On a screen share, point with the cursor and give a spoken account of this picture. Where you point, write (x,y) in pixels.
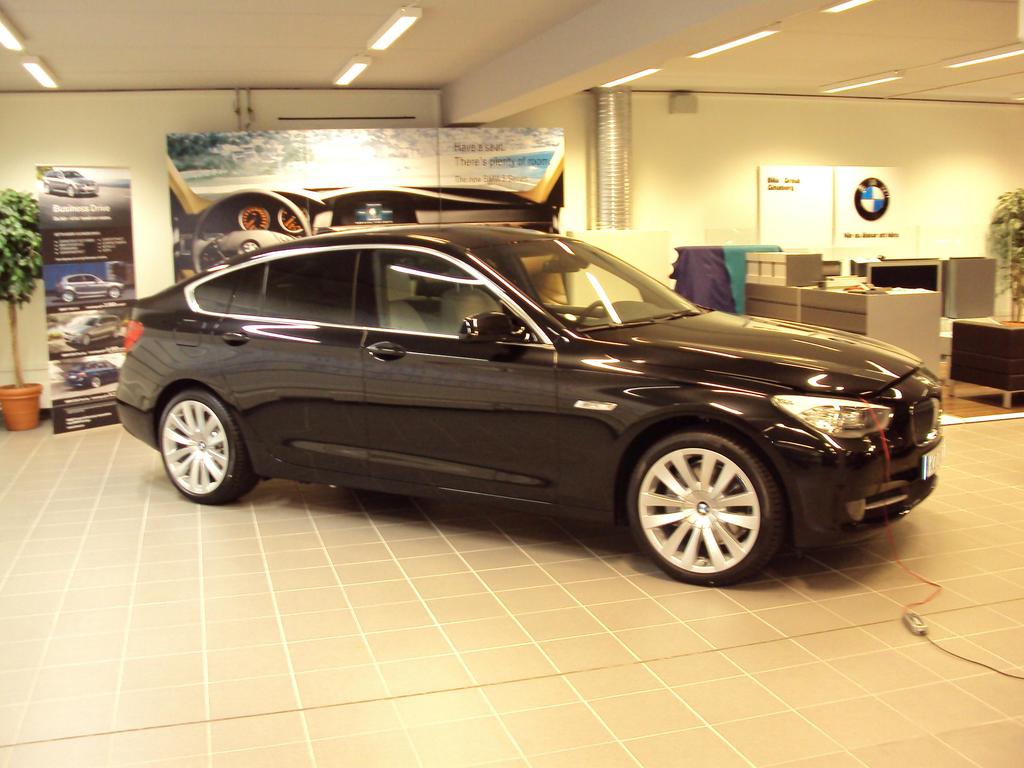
This is an inside view. Here I can see a car (195,349) on the floor (307,581). At the back (248,191) there are few boards (84,286). On the left side (6,299) there is a houseplant (18,246). On the right side (829,299) there are few tables (916,314). In the background (713,151) there is a wall (884,138) on which a board (790,200) is attached. At the top (8,36) there are few lights (351,66).
